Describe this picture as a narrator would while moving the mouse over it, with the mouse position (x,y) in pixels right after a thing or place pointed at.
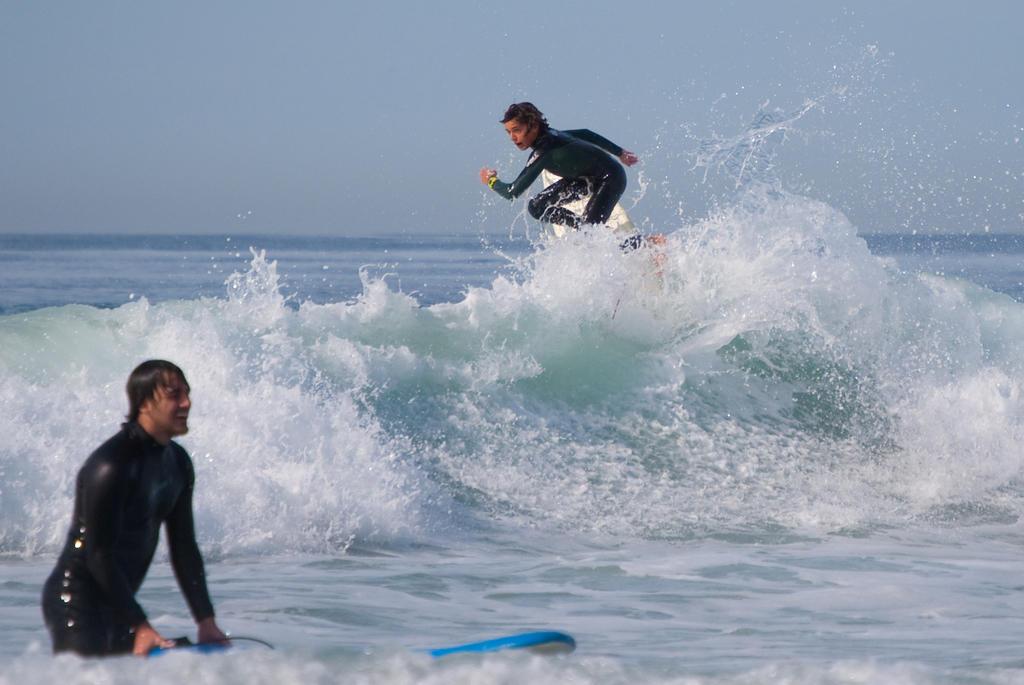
There are two members (145,473) in this picture. One is surfing on the ocean tides (534,348), on the surfing board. In the background (74,280) there is a ocean (272,269) and a sky (258,113) here.
